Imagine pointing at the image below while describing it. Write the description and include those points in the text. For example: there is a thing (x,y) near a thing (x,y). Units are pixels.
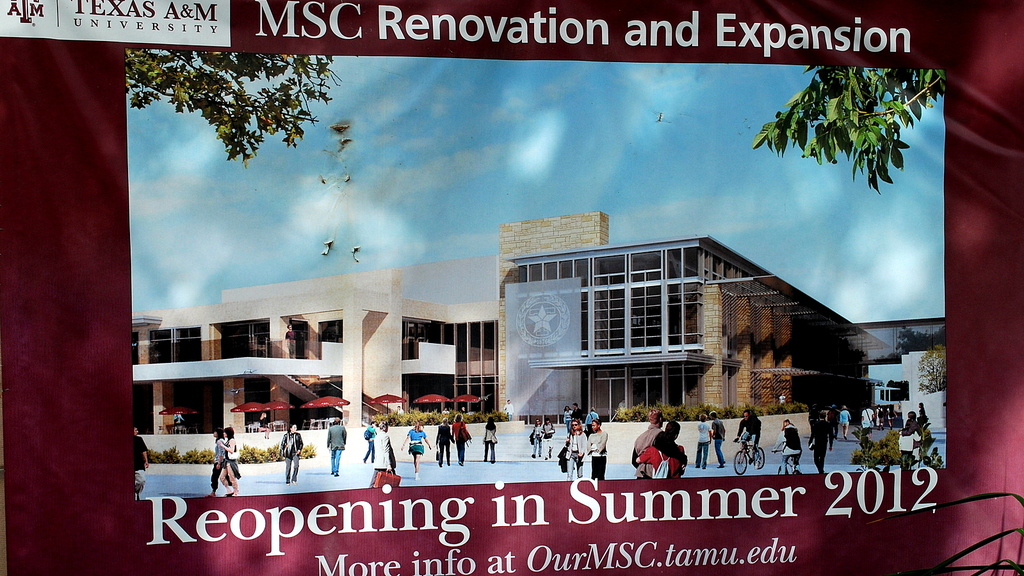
In the picture we can see a banner (429,499) with an image (816,277) of the building (845,332) and some people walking near it and behind the building (440,266) we can see the sky (455,82) with clouds (882,311).
